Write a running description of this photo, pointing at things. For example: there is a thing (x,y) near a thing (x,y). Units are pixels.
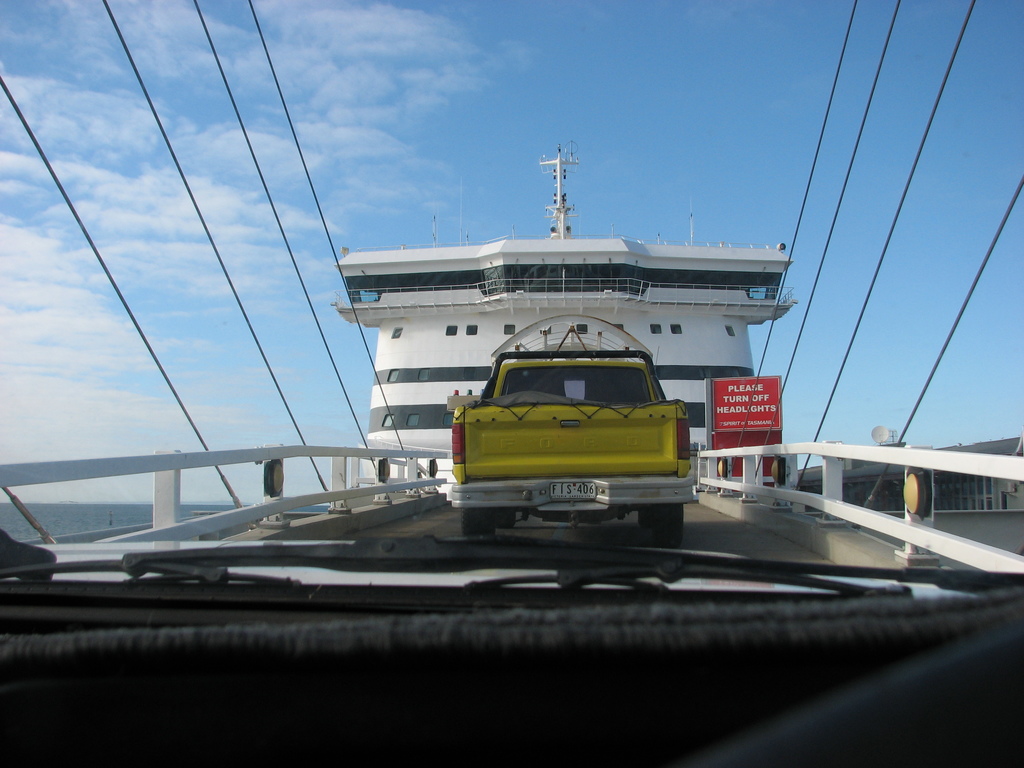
In this picture I can see there are vehicles (505,483) moving on the bridge (456,531), it is constructed on the ocean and there is a ship (670,341) here and the sky (63,444) is partly cloudy.
